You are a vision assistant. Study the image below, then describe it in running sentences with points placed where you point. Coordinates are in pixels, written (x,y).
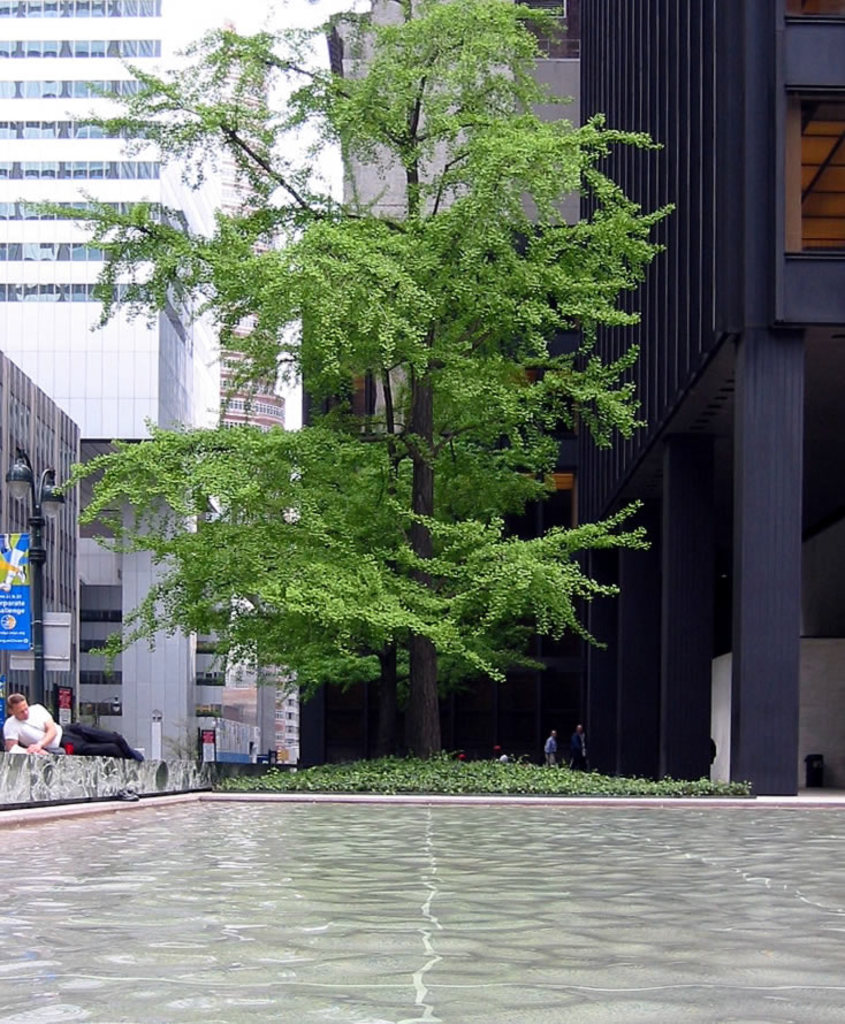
In this image I can see there is a water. And there are persons (579,729) standing. And one person (110,737) lying on the wall (42,760) and holding a paper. And there are trees (427,419) and plants (553,770). And at the back (186,160) there are buildings (80,459) and there is a light pole (34,558). And there are boards (19,605) attached to the light pole (43,648).
